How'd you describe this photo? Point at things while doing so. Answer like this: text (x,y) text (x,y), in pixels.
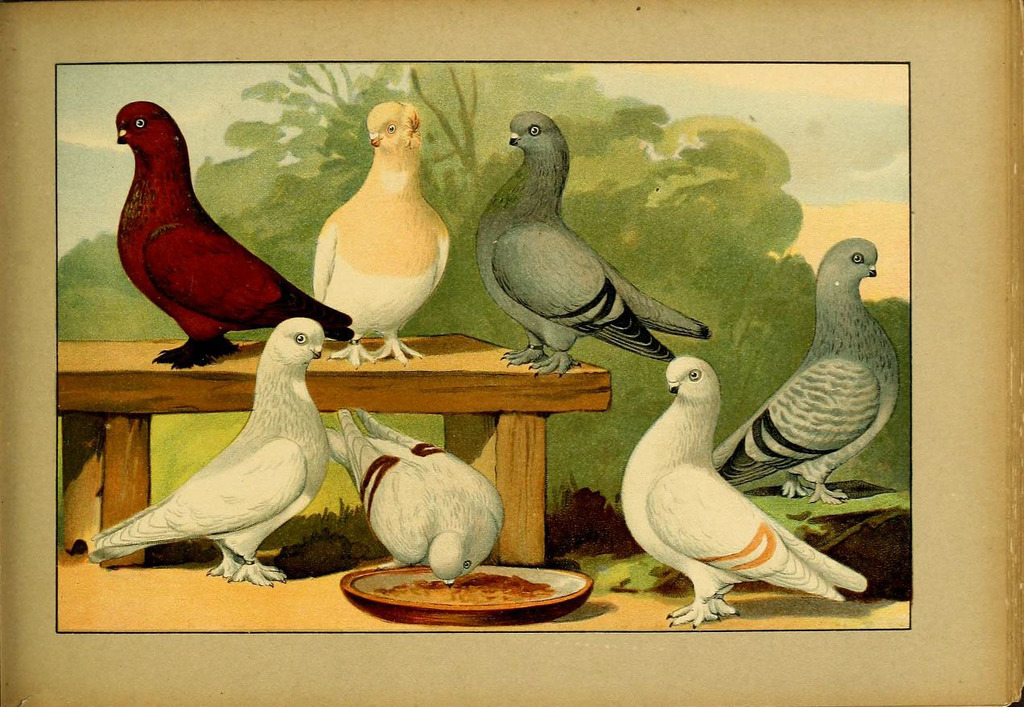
In this picture there is a painting (596,507) which is printed on a book page (948,594). In that painting (684,251) I can see the different color birds (442,269) were standing on the table (418,382) and floor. In the back (609,231) I can see the trees (741,266), plants (747,293) and grass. In the top right (848,144) corner of the painting (846,128) I can see the sky (855,159) and clouds (861,170). At the bottom (436,594) there are some seeds (453,592) in a plate (501,615).
